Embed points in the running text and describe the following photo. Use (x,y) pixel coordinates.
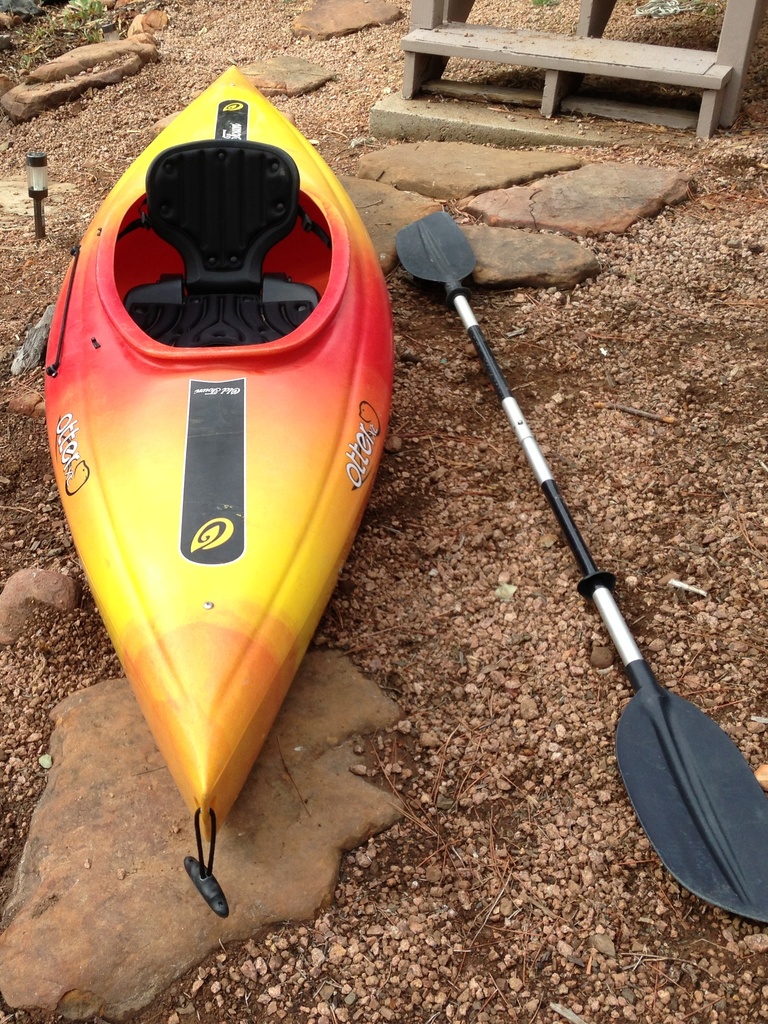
In this picture a boat (190,452) and a stick (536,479) is placed on the rocks (315,634) and behind that there is a bench (522,40).
